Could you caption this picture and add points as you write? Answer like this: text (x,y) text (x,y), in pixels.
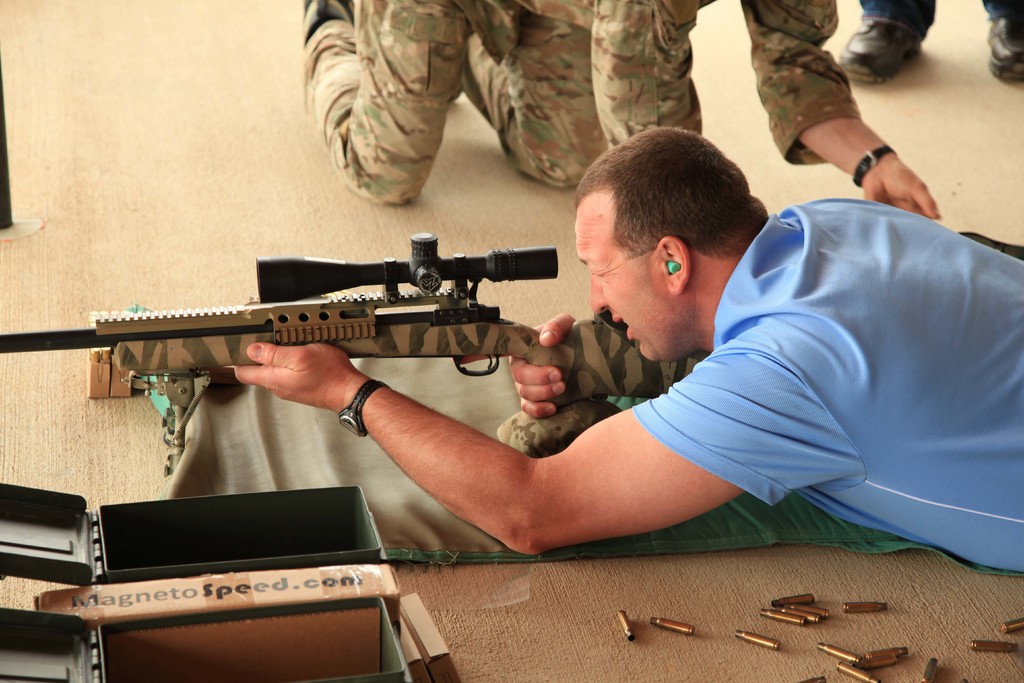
In this image I see a man (655,302) who is lying and I see that he is holding a gun (312,329) and I see the bullets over here and I see something is written over here. In the background (439,0) I see 2 persons (655,33) and I see that this person (491,52) is wearing uniform (471,59).
